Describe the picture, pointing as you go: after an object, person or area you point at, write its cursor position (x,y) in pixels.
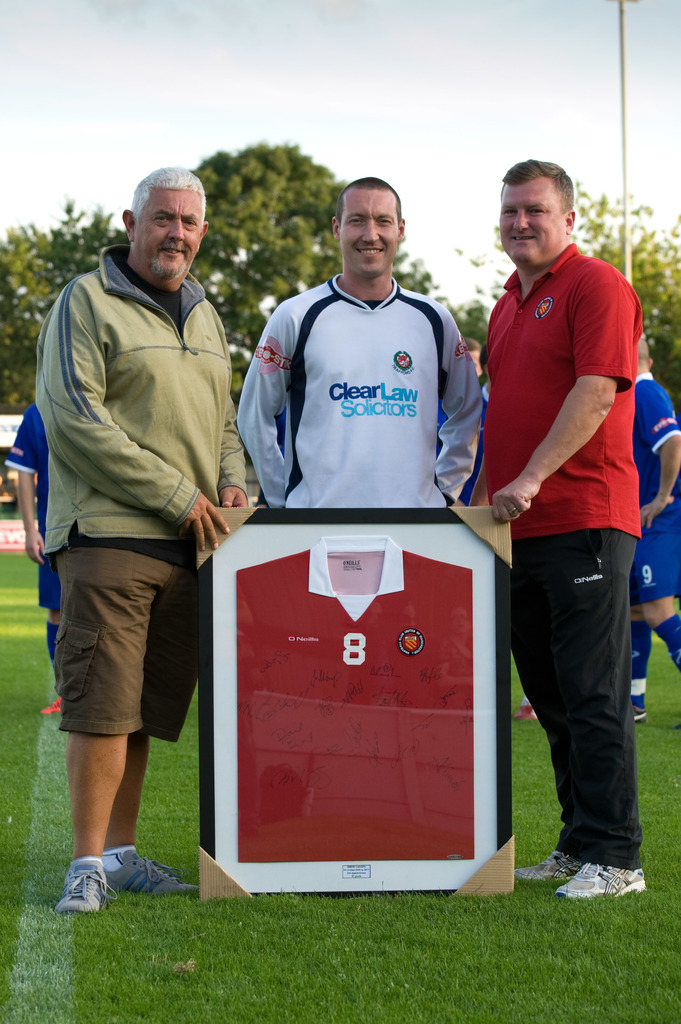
In the image we can see three men (380,347) standing, they are wearing clothes (513,419) and shoes (557,863). This is a frame (284,719), grass (387,923), trees (91,253) and sky (296,129). Behind them there are people (39,458) walking.
